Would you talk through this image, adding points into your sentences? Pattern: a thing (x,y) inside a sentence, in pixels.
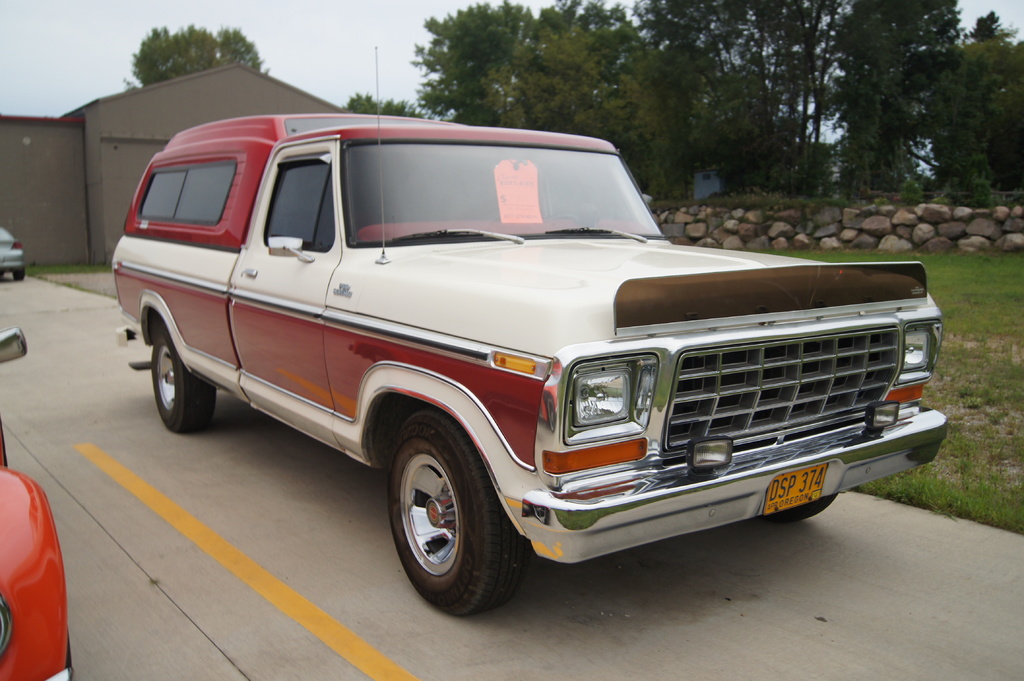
In this image, I can see a car (411,367), which is parked. This is the road (189,572). These are the trees (673,170) and the rocks (952,223). This is the grass (977,320). This looks like a house (132,142). At the top of the image (337,28), I can see the sky (347,47). On the left corner of the image (37,507), I can see the vehicles (38,554).
